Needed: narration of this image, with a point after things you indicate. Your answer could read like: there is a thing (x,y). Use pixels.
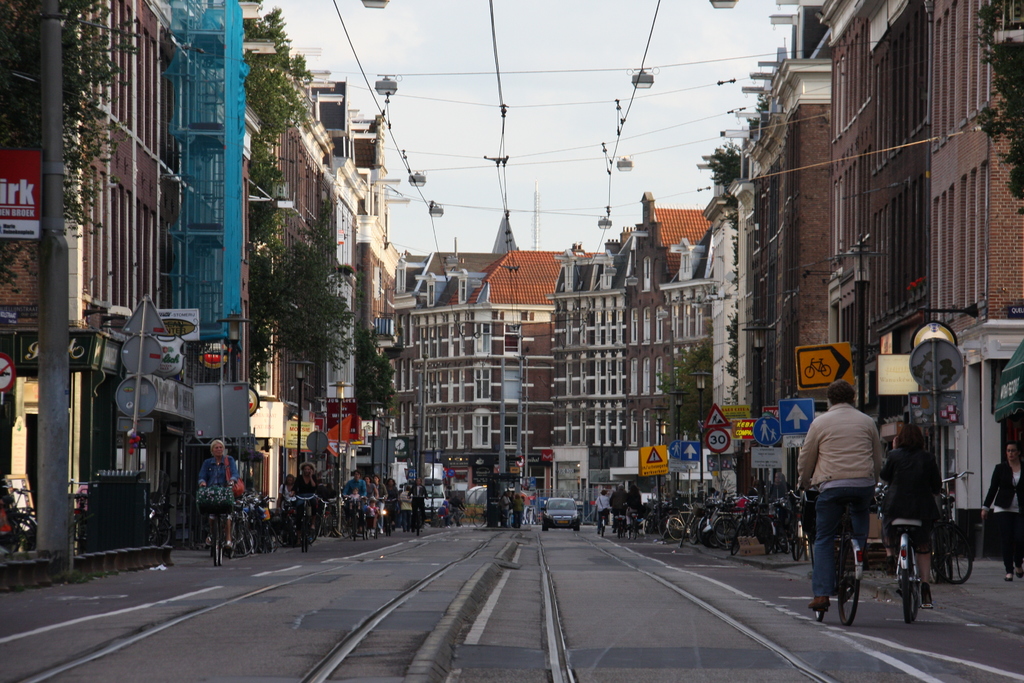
These are buildings (702,288). This is a pole (48,528). People (850,465) are riding bicycles (852,553) on road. Far there is a car (567,513). These are sign boards (726,440).
